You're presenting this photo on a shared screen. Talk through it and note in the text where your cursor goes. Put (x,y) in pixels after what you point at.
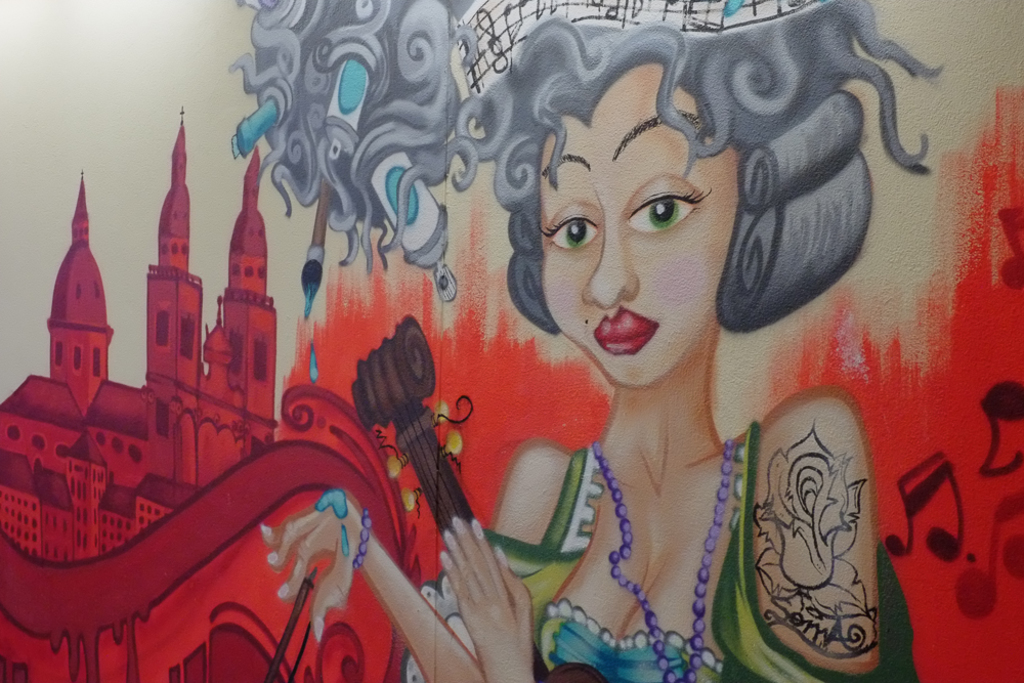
In this picture I can see a painting (447,260), in the painting image (583,282) I can see a woman (567,273) and building (130,394).
